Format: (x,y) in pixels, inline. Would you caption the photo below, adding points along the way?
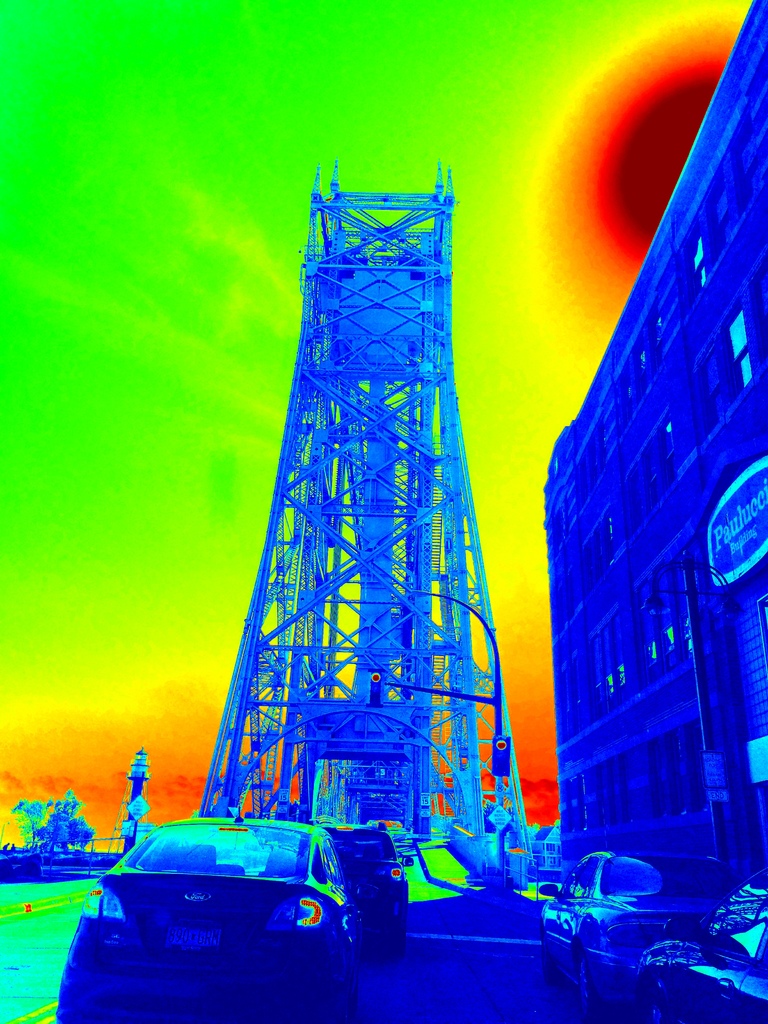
This is an edited image. And we can see vehicles (574,954). Also there is a tower (369,555). On the right side (614,521) there is a building (613,559) with windows (621,395). And there is a name board (718,521).
